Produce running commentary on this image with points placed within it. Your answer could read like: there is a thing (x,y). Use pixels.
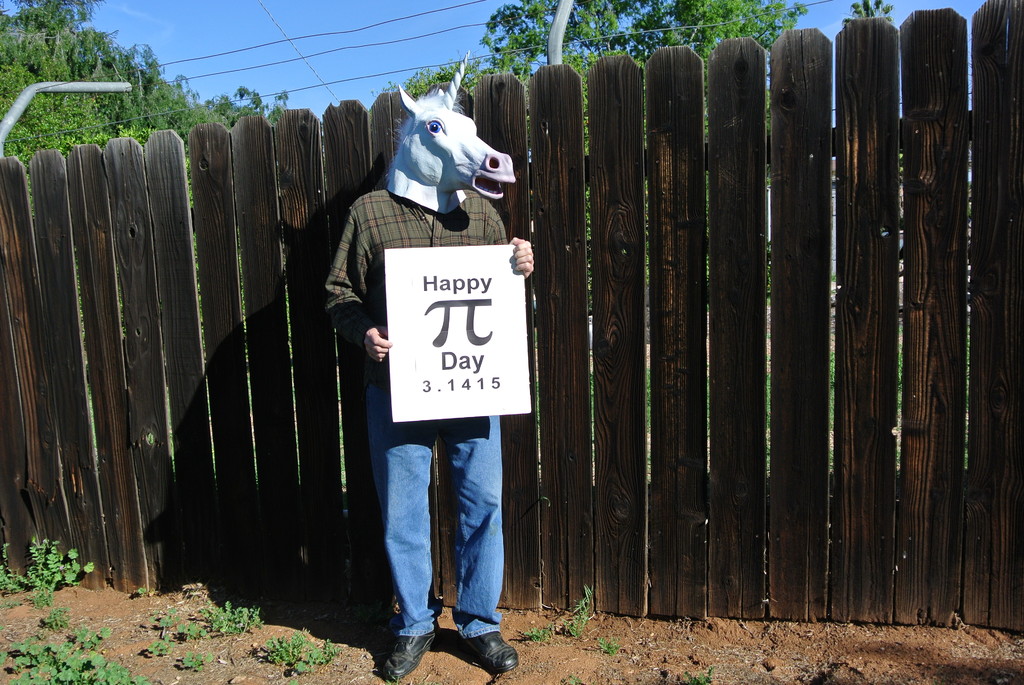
There is a person (482,192) wearing an animal mask (496,166), holding a poster (472,342) and there are small plants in the foreground area of the image (484,335). There are trees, poles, wires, wooden boundary (551,118) and the sky (325,76) in the background (366,97).
